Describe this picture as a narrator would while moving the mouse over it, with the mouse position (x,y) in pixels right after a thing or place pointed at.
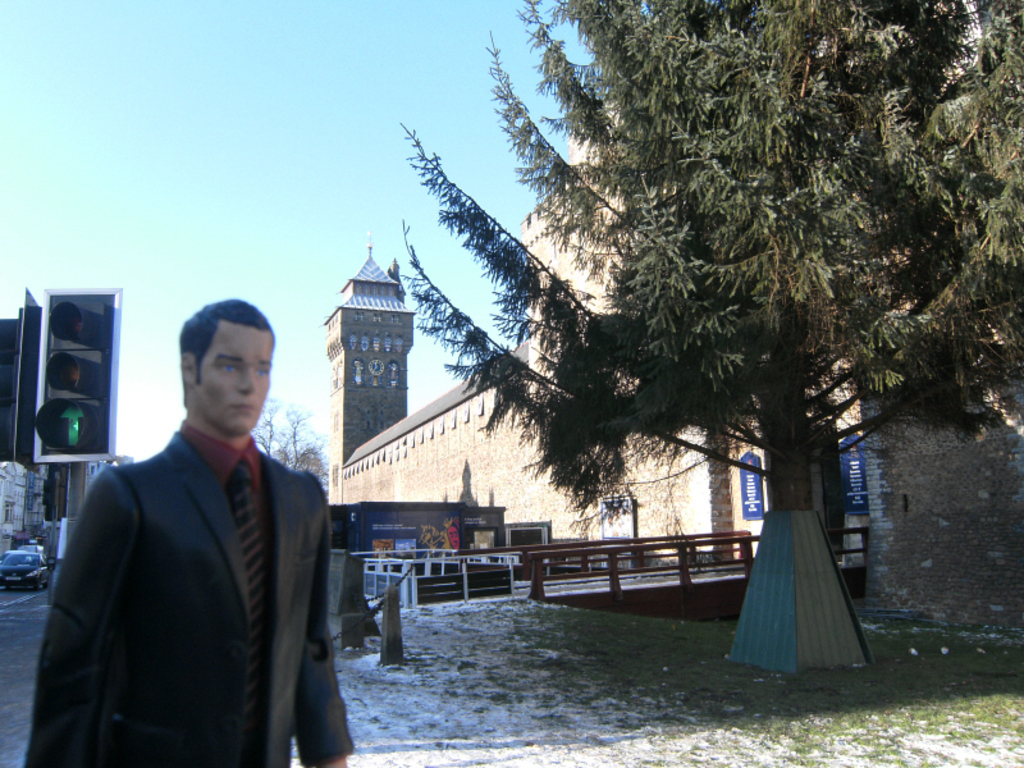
On the left side of the image (203,707) there is a sculpture (203,707) and a car (20,564). There is a traffic light (62,479). On the right (761,160) there is a tree (761,160). In the background (404,350) we can see a tower (382,315). At the top (295,154) there is sky (260,198).
